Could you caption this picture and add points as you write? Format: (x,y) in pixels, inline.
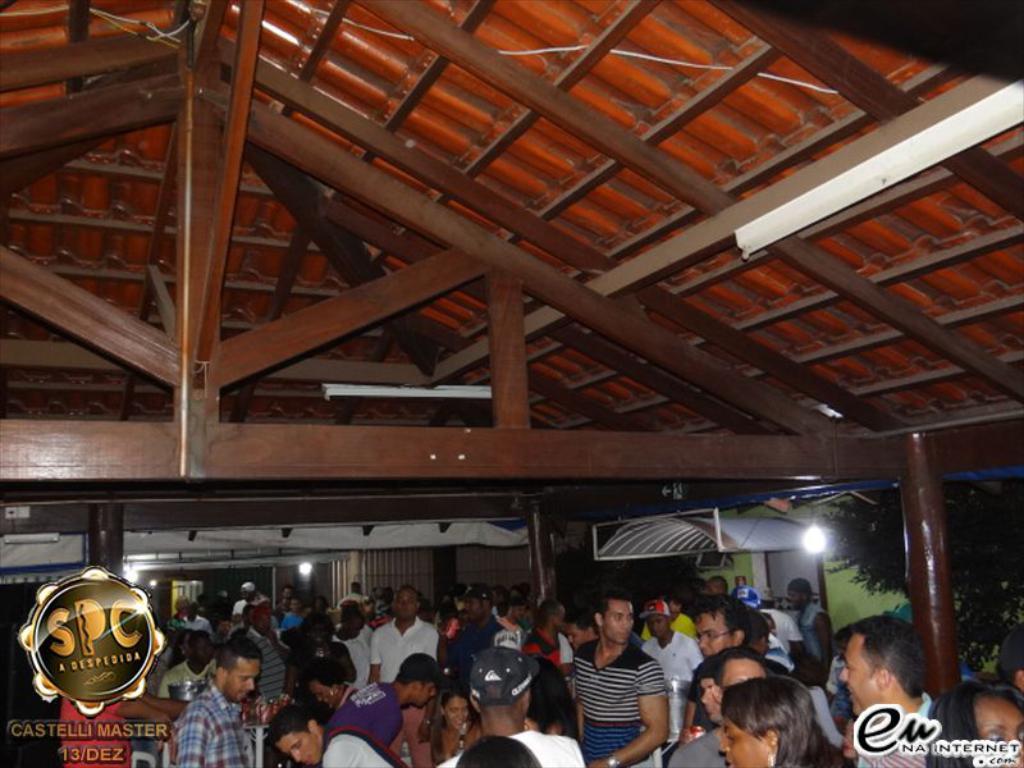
This image is taken indoors. At the top of the image (284,188) there is a roof (536,181) and there are a few wooden beams (579,444). In the background (340,586) there are a few walls (782,576) with doors (779,596). There are a few lights (813,533). There are a few pillars (945,628). On the right side of the image (886,539) there is a tree (872,545) and there is a watermark (914,742). On the left side of the image (87,652) there is a logo (126,657). In the middle of the image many people (380,699) are standing.
